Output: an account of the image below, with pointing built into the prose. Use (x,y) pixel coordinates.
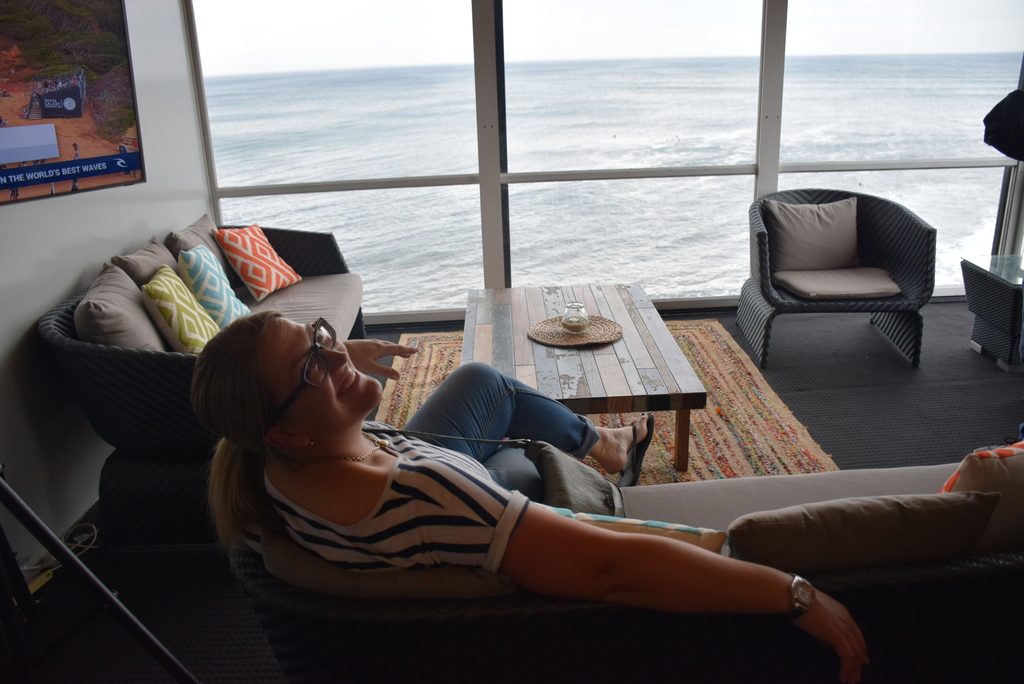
In this picture a lady (599,448) is sitting on a sofa (487,602) and there are few unoccupied sofas (878,276) in the room (962,298), in the background (669,170) we observe a glass window (709,184) and through that the sea (356,196) is visible.
